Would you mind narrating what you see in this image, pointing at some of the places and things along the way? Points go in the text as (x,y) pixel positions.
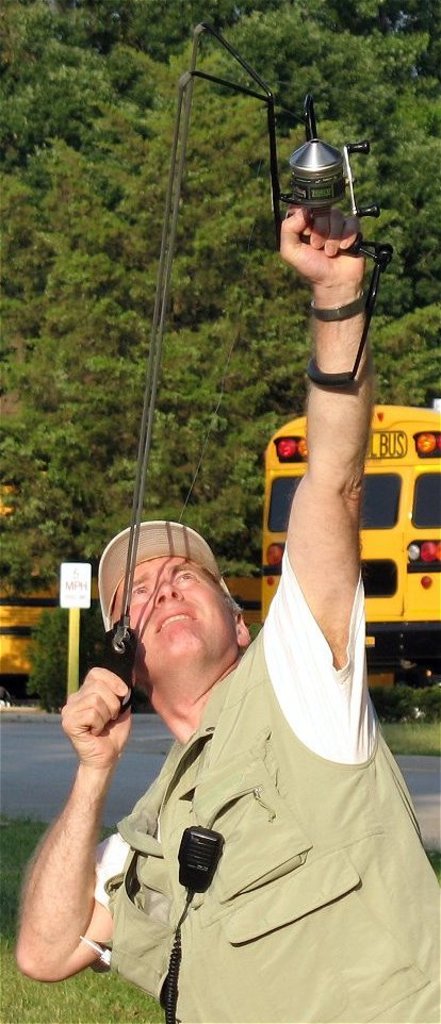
In this image, we can see a man (344,699) holding an object (157,304), he is wearing a hat (195,557), in the background (415,538) there is a yellow color bus (400,479), there are some green color trees (200,260).
